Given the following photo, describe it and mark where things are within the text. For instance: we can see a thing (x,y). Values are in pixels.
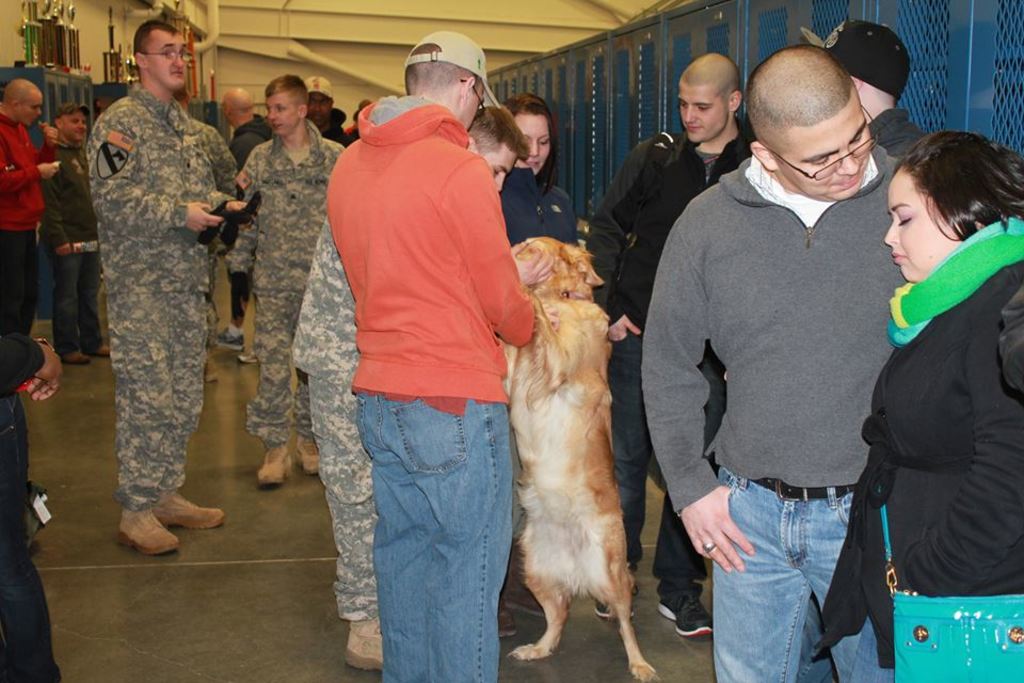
This picture shows group of people (445,44) standing and a person (533,272) holding a dog (525,513).
